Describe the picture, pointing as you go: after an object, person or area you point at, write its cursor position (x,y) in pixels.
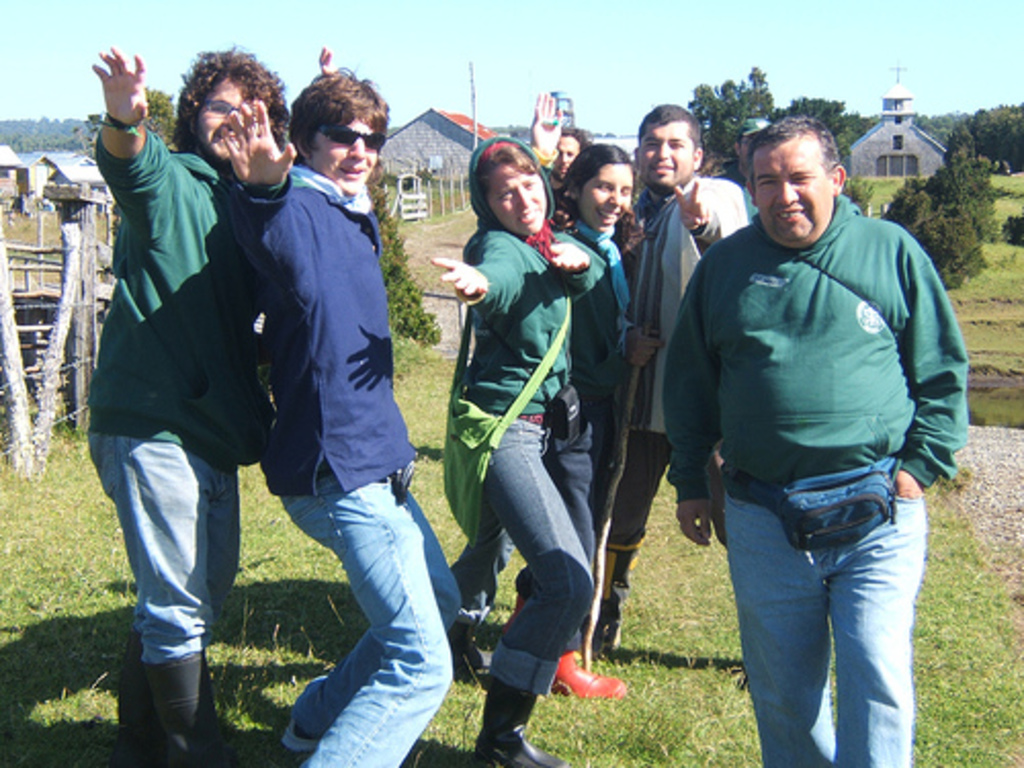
Here we can see people (365,336). Background (957,206) there are trees (1003,154) and houses (869,149). Sky (894,57) is in blue color.
